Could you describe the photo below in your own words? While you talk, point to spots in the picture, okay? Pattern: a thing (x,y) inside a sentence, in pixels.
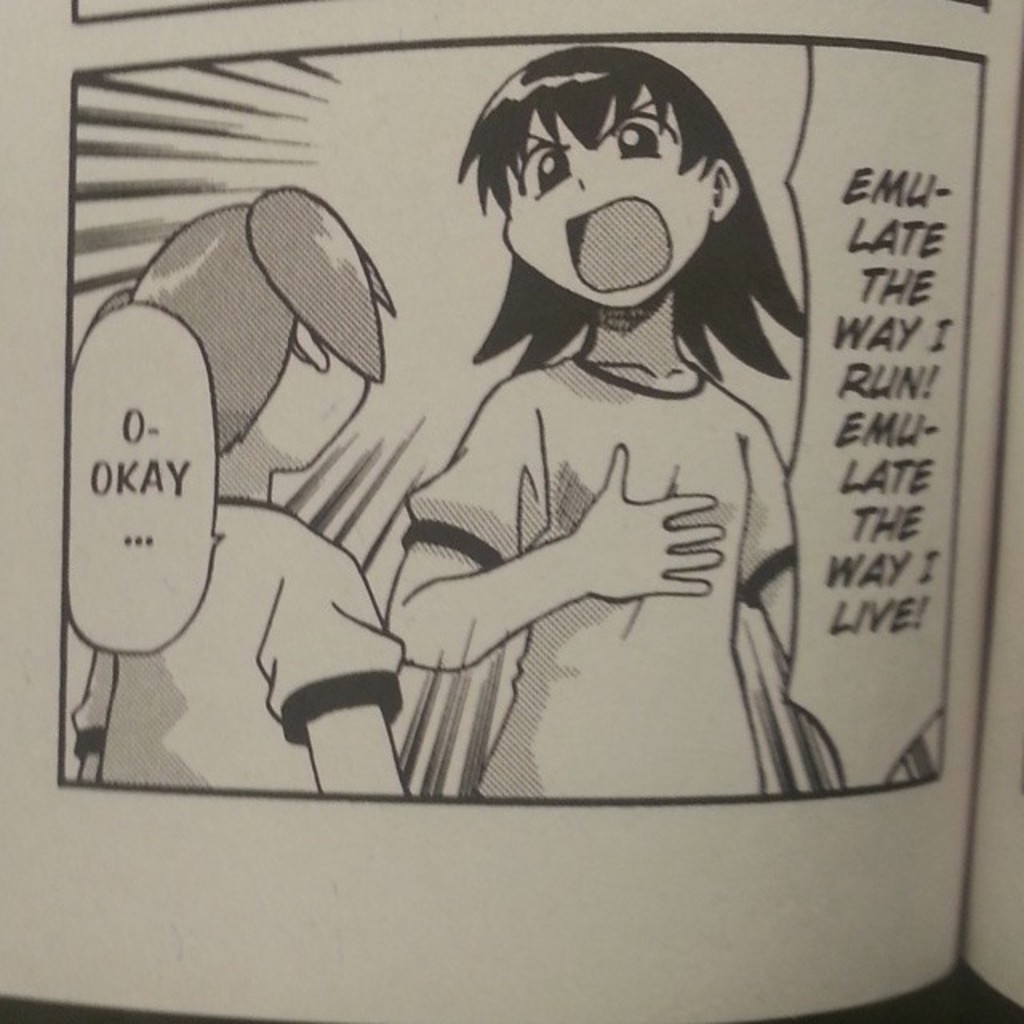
This is a book (747,806), in this book (747,804) we can see persons (540,750) and text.
